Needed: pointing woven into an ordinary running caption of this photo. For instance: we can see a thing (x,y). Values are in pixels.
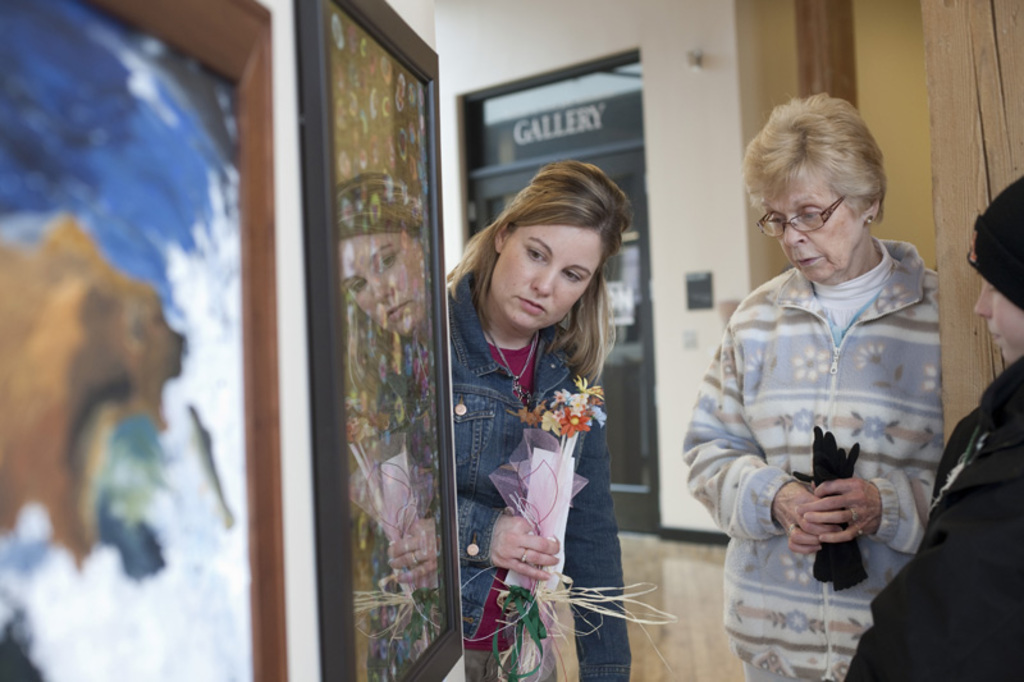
In this image we can see three woman (726,467) are standing and watching to the frames (371,409) which are attached to the wall (280,276). One woman (972,474) is wearing black color dress (934,609), the other one is in white and blue color jacket (856,385) holding gloves (824,459) in her hand (833,522). The third one is wearing pink color t-shirt (526,381) with jacket (495,461) and holding flowers (557,433) in her hand (553,556). Behind one door (566,114) is there, on door (573,133) ¨gallery" is written.
